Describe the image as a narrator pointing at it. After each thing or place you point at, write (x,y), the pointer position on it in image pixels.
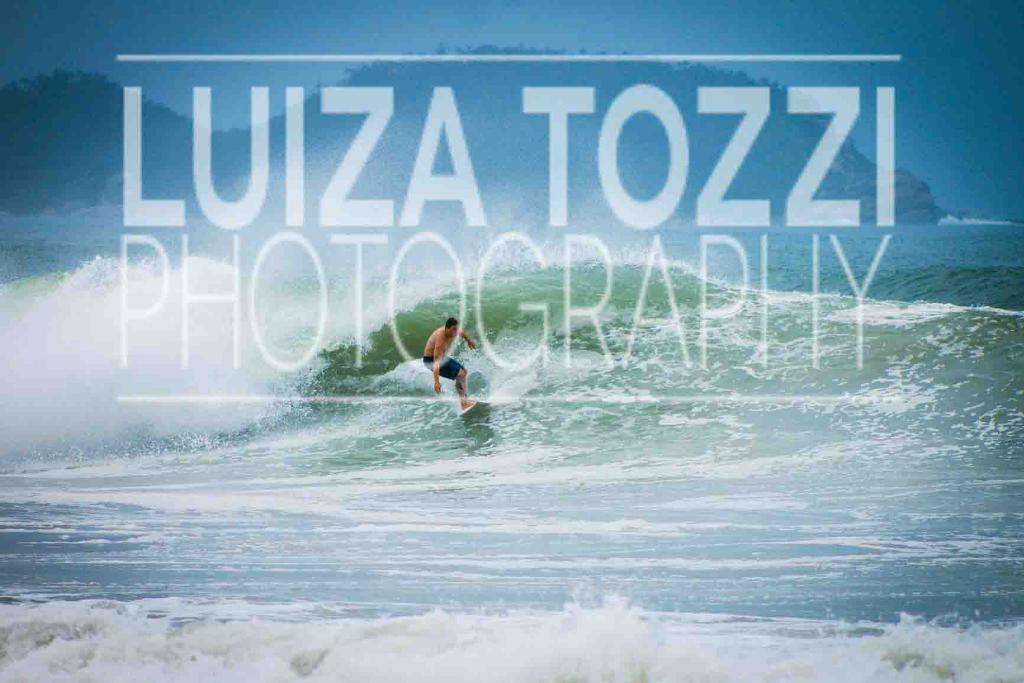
This is an advertisement. In the center of the image (440,331) we can see a man (458,388) is standing on surfing board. At the top of the image (470,115) we can see mountains (157,131) and sky (376,44). In the background of the image (620,305) we can see water (359,461) and some text (368,212).
